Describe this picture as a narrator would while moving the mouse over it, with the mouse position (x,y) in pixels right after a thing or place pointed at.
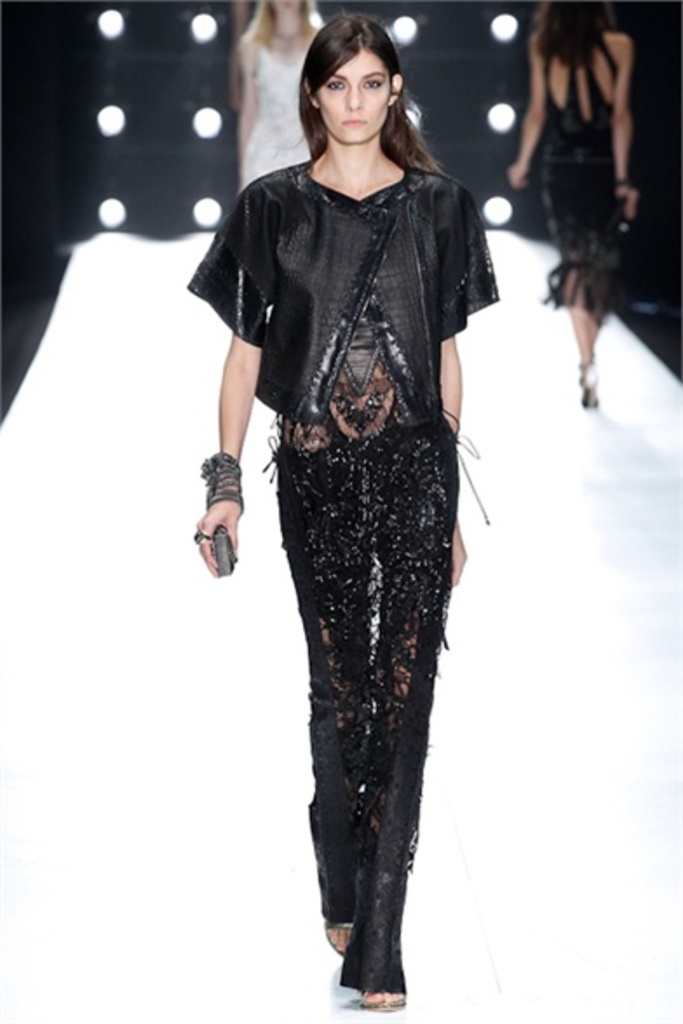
In this picture few woman (369,314) walking on the dais (139,1002). Looks like a fashion show and I can see lights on the back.
